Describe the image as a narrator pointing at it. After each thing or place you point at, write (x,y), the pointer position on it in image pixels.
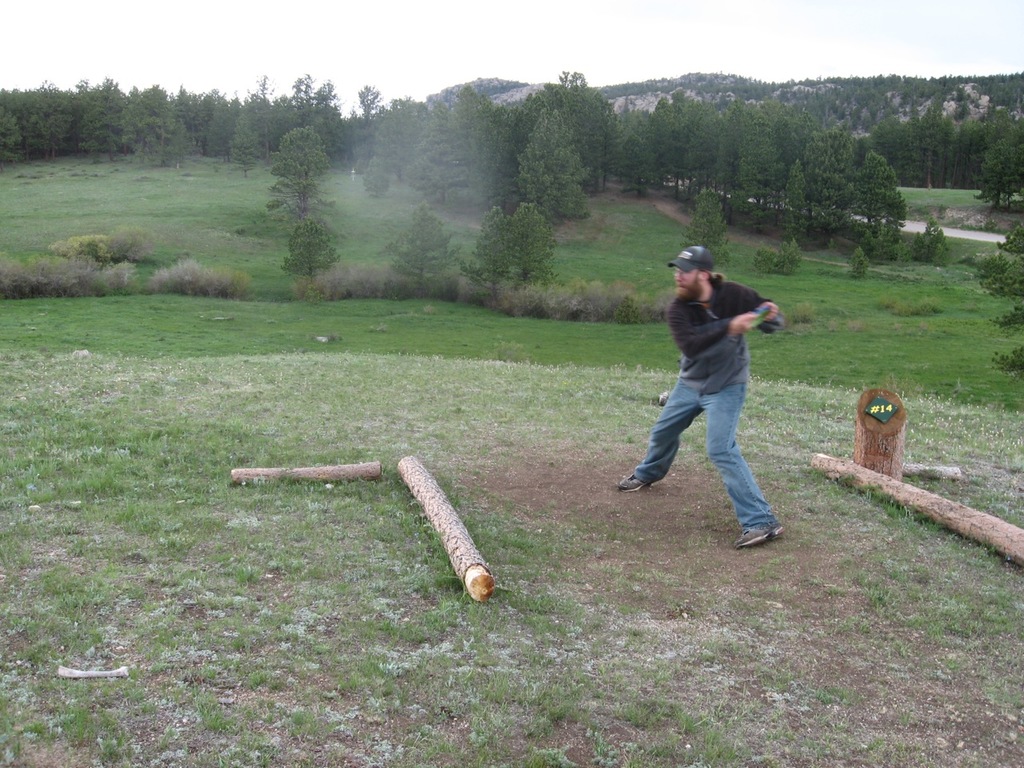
This picture is clicked outside. On the right (695,265) there is a person (695,359) seems to be standing on the ground (640,521) and there are some objects (333,479) placed on the ground (747,568). In the background (243,19) we can see the sky (285,30), trees (561,175), plants (474,296) and grass (34,496).
